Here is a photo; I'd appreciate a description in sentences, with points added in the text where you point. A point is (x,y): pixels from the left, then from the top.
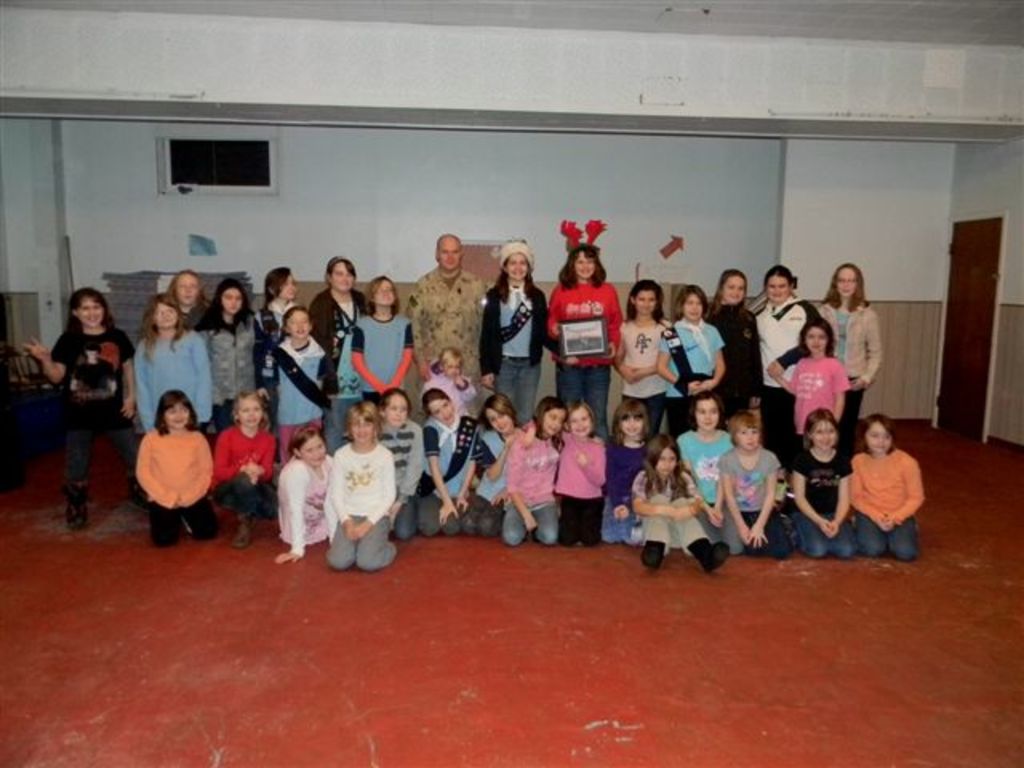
In this image we can see a group of persons (406,434) wearing dress (717,481) are standing on the ground (408,581). One woman (589,305) wearing a red t shirt (617,326) is standing and holding a photo frame (586,337) in her hand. In the background (985,304), we can see a door (969,305).
